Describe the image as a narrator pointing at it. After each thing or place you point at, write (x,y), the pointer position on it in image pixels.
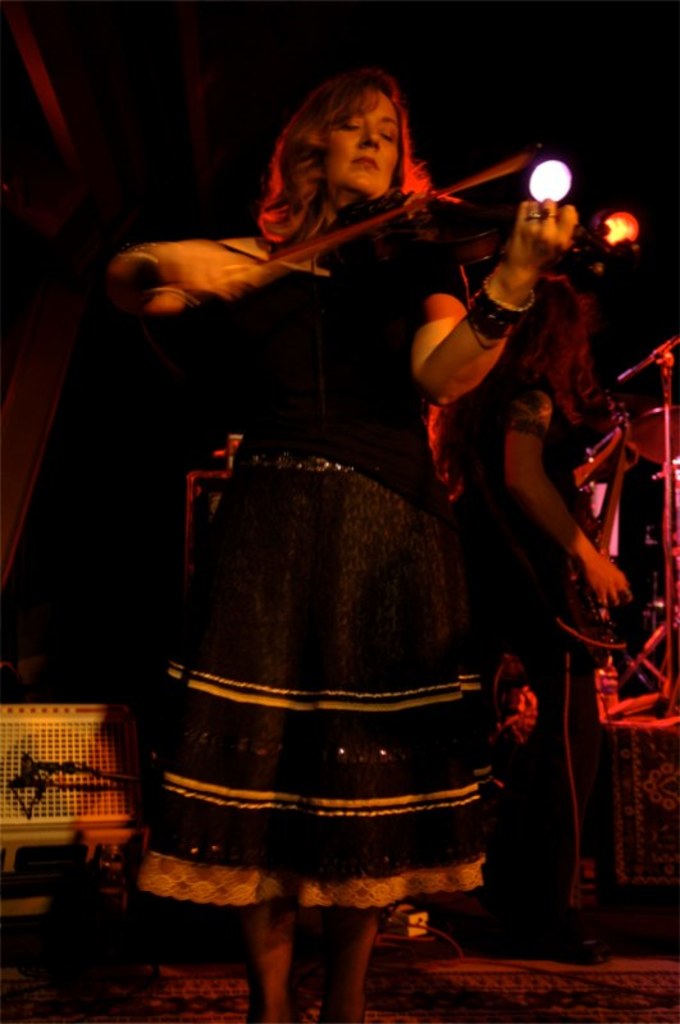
In the foreground of this image (356,525), there is a woman (356,447) playing a violin (435,204) and behind her, there is another woman (546,528) holding a guitar (562,581) and in the dark background (653,769), the objects (198,542) are not clear.
